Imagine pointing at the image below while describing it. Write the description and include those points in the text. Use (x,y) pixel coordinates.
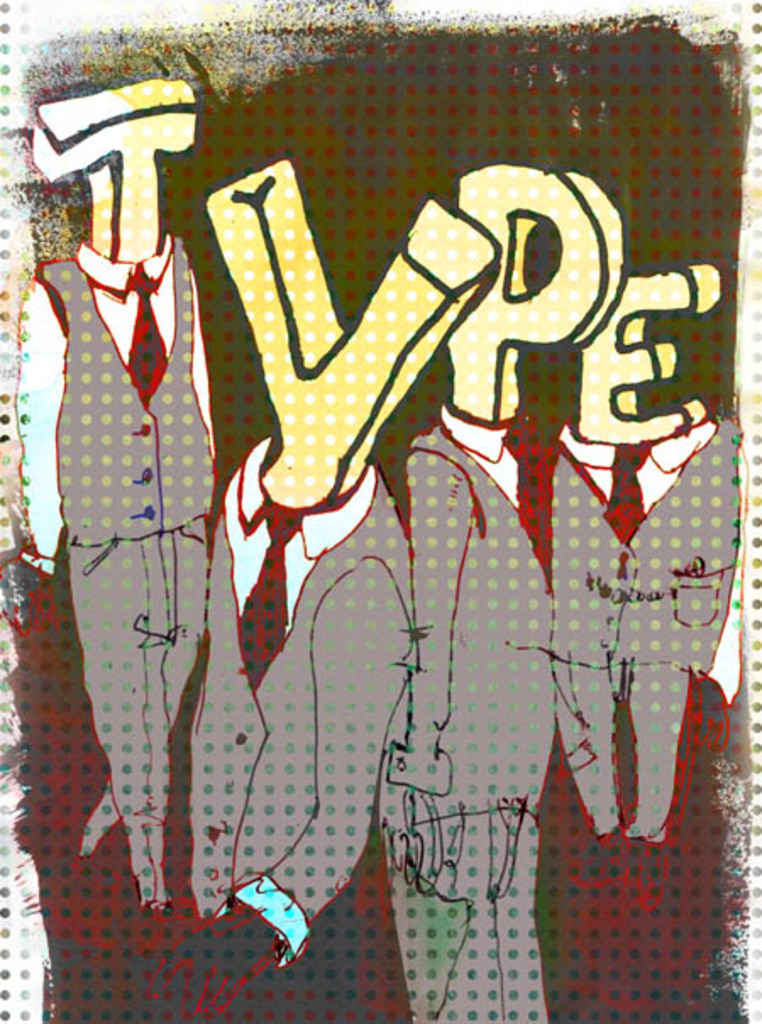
This image is an animation of people (493,666) and there is text (387,339).
